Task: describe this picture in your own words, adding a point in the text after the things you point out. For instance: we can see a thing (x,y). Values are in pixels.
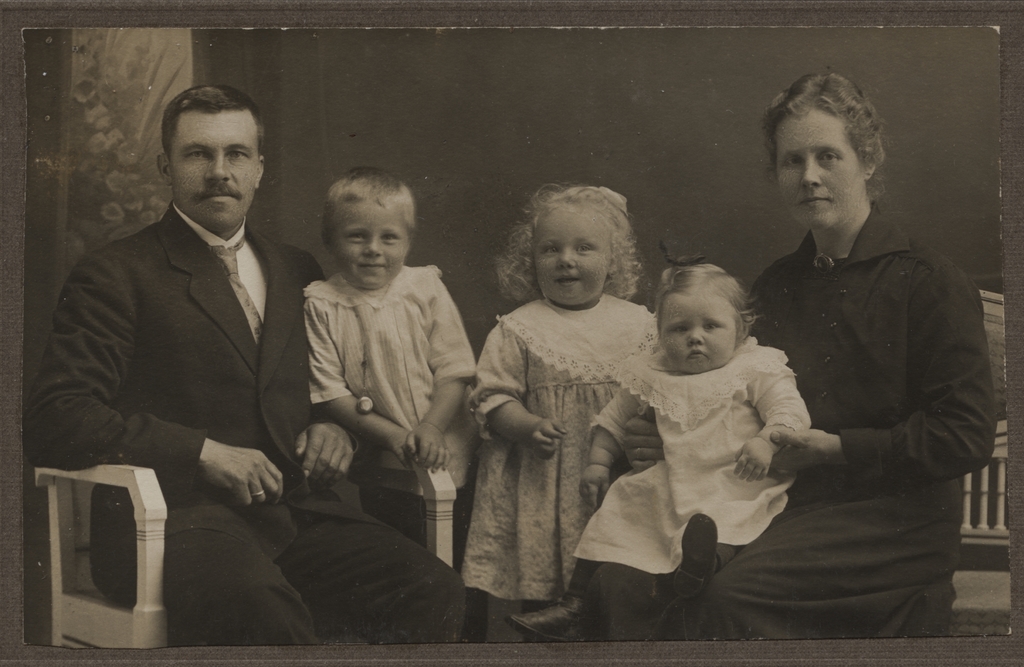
In the center of the image (393,340) two kids (540,376) are standing. On the left side of the image (217,367) a man (197,471) is sitting on a chair (75,588). On the right side of the image (886,347) a lady (893,355) is sitting on a chair (960,601) and holding a baby (704,423). In the background of the image (517,105) wall (454,150) is present.
